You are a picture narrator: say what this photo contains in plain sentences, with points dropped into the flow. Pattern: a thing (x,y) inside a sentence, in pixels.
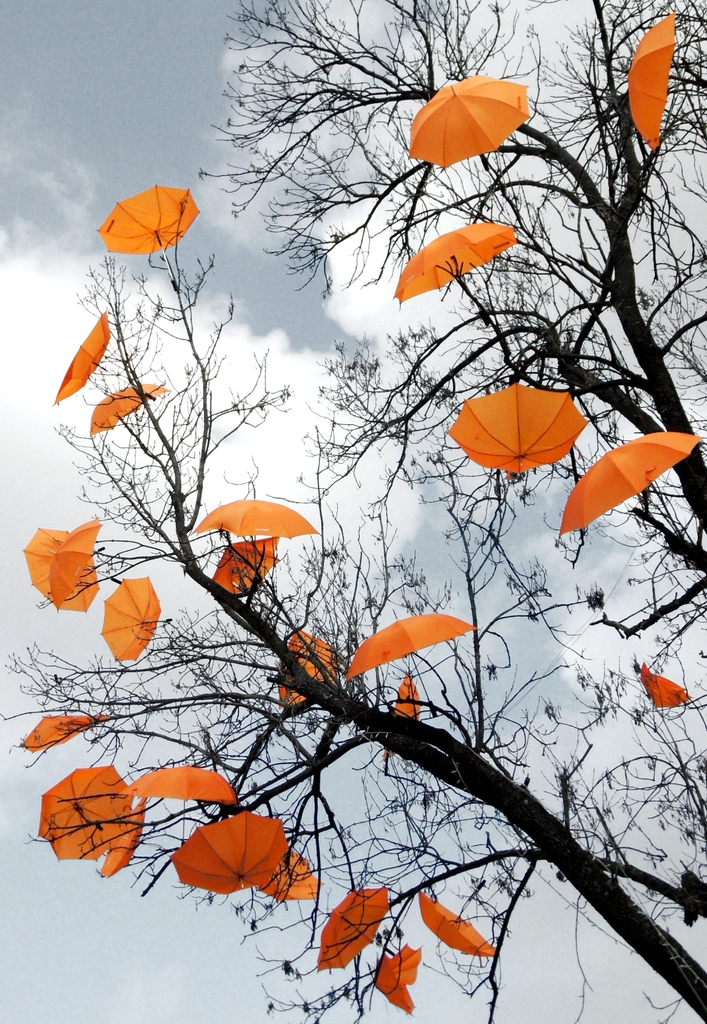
In this picture we can see there are trees (522,219) with umbrellas (444,147). Behind the trees (337,552) there is the sky (74,973).
